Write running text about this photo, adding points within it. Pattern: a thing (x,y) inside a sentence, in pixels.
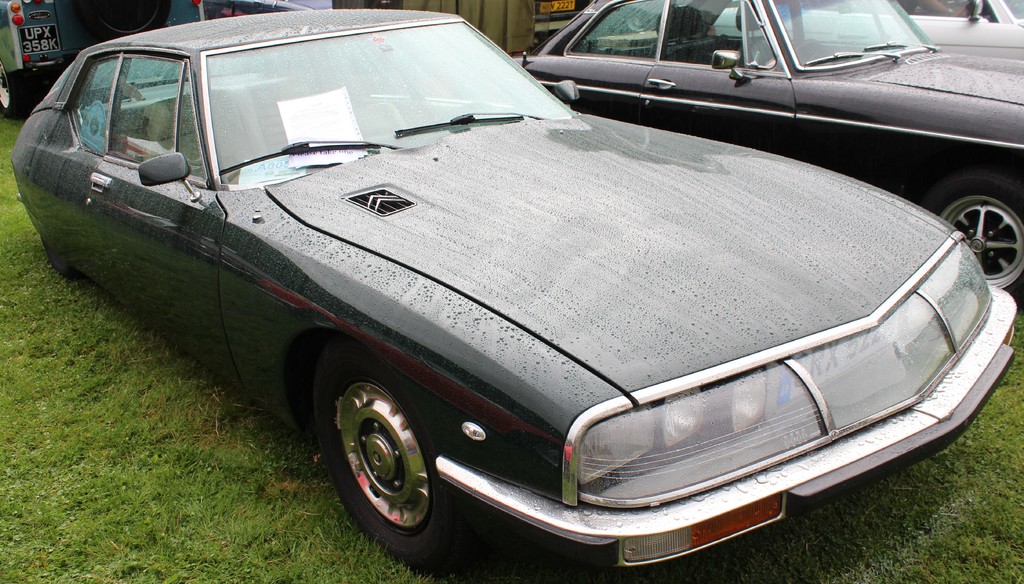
This picture is clicked outside. In the foreground (191,290) we can see the cars (890,271) parked on the ground (161,402) and we can see the green grass (223,440). In the background (63,32) we can see the vehicles (69,28) and some objects (485,15) and we can see the text (22,39) and numbers (560,9) on the number plates (37,50) of the vehicles (38,34).
